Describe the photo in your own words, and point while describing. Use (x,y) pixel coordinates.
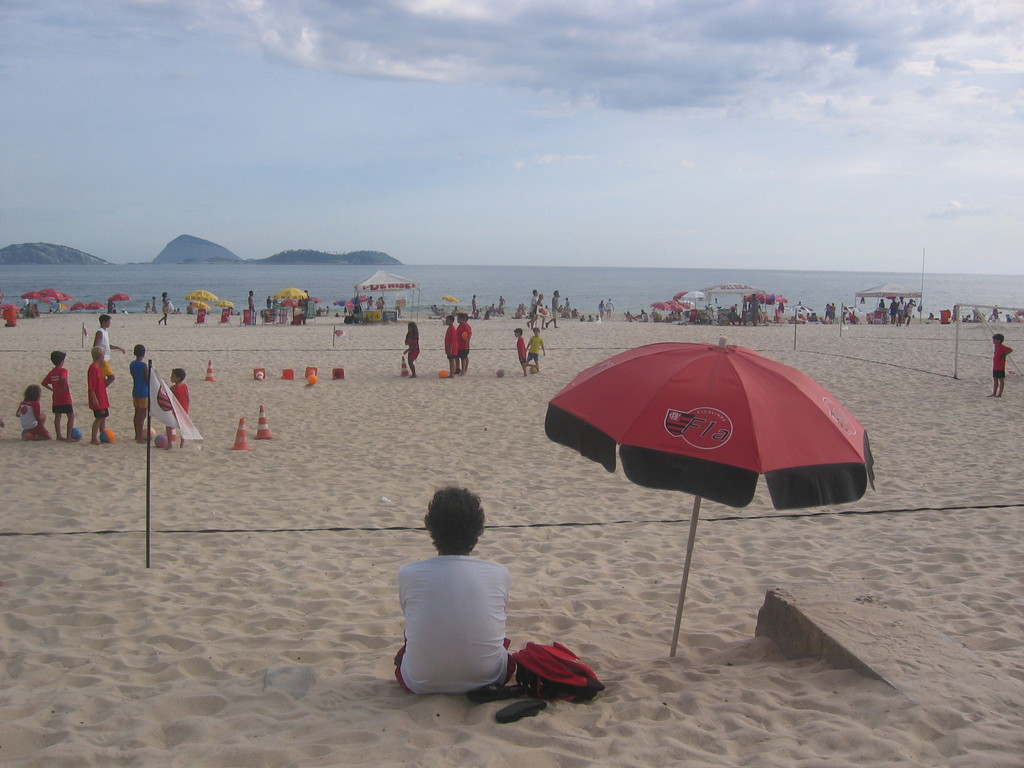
This image is taken in the beach (555,463) and here we can see a person (461,656) sitting and there is a bag (536,688) and slipper (497,698) beside him. In the background (144,406), there are people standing and we can see traffic cones (242,442), tents (364,301), and hills (226,251). At the bottom (865,553), there is sand (421,429) and at the top (436,56), there are clouds (602,66) in the sky (420,143).
